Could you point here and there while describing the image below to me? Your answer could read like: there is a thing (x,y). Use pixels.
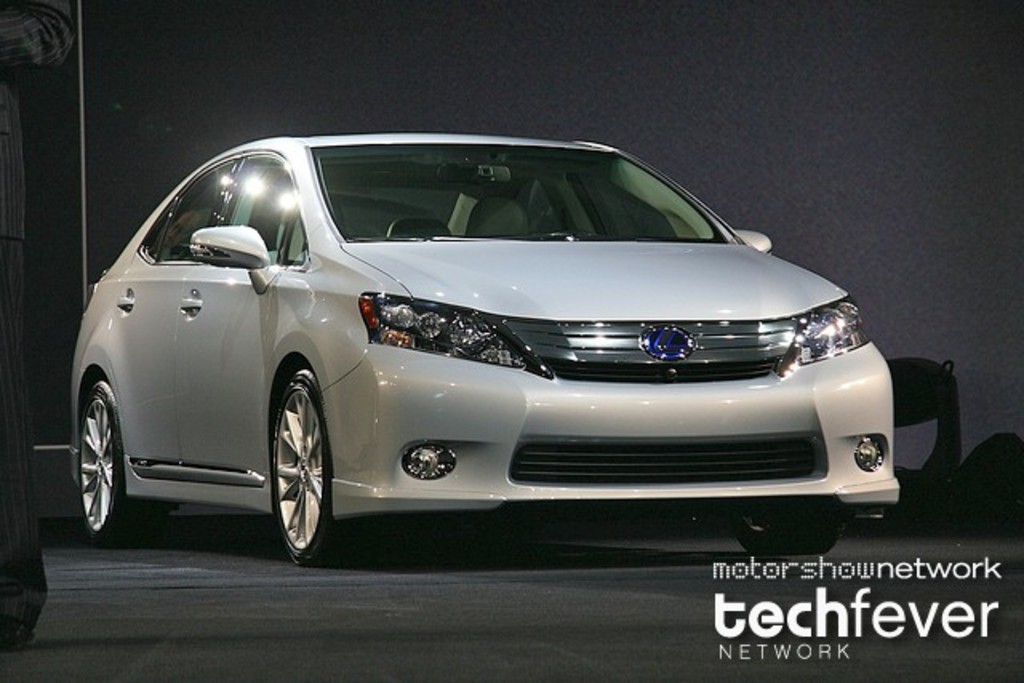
This is a car (474,466) with wheels (296,439). Left side of the image (15,287) there is a person (19,581). Right side (892,617) bottom of the image (885,630) there is a watermark (880,610).
